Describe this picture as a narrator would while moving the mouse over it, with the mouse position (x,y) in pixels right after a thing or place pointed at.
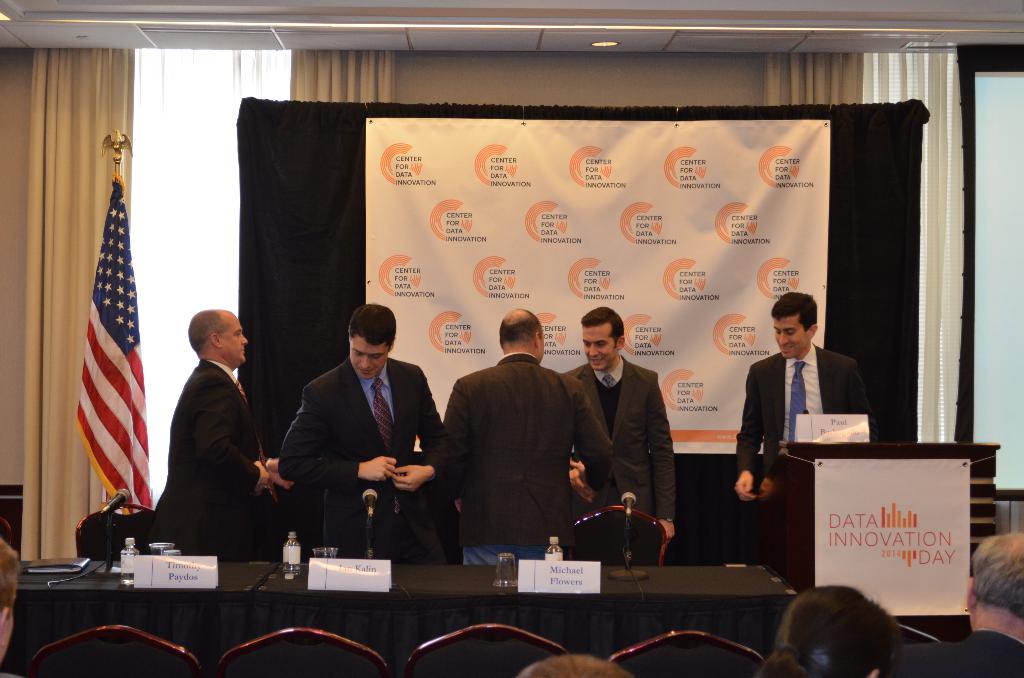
In the picture we can see group of persons (571,401) wearing suit (557,411) standing behind table (401,575) on which there are some name boards (198,571), glasses (169,553), bottles (553,553), there is wooden podium (807,490) to which poster (878,511) is attached, in the foreground of the picture (836,653) there are some chairs (657,652) on which persons (569,655) sitting and in the background of the picture (314,137) there is flag (127,249), there is black color screen (315,198) and there is curtain (186,244).
